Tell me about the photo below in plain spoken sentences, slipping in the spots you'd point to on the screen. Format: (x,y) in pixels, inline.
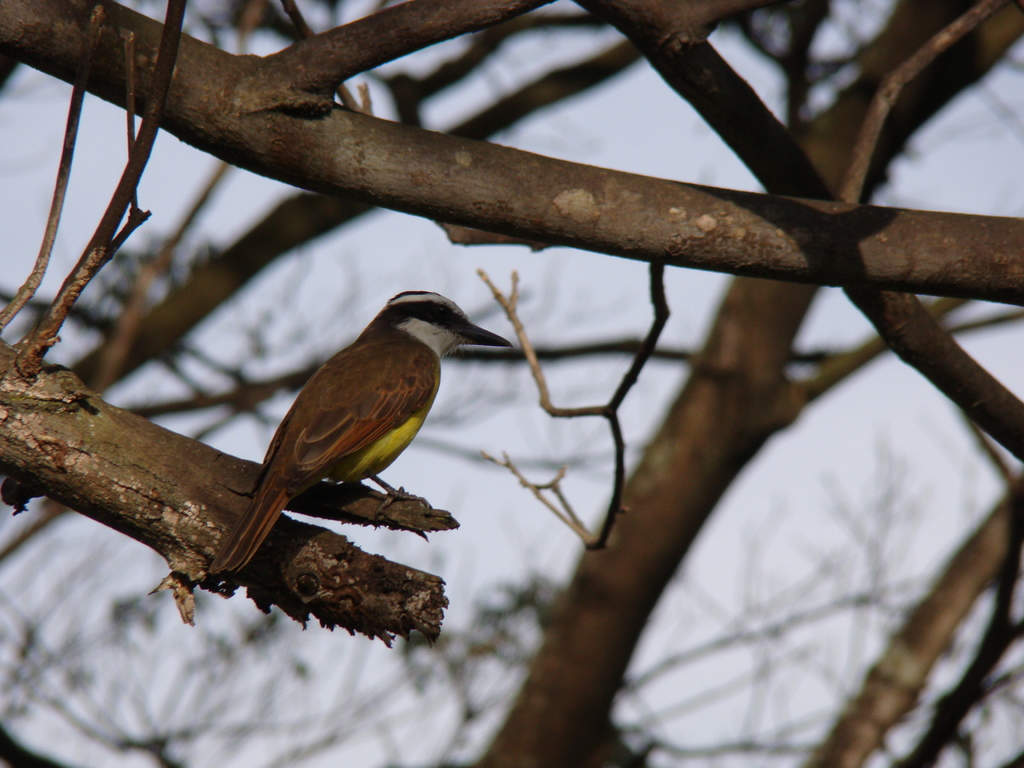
In this image I can see a bird (360,463) standing on the branch (340,515). Bird (319,456) is in brown, yellow black and white color. The sky (155,209) is in white color.
